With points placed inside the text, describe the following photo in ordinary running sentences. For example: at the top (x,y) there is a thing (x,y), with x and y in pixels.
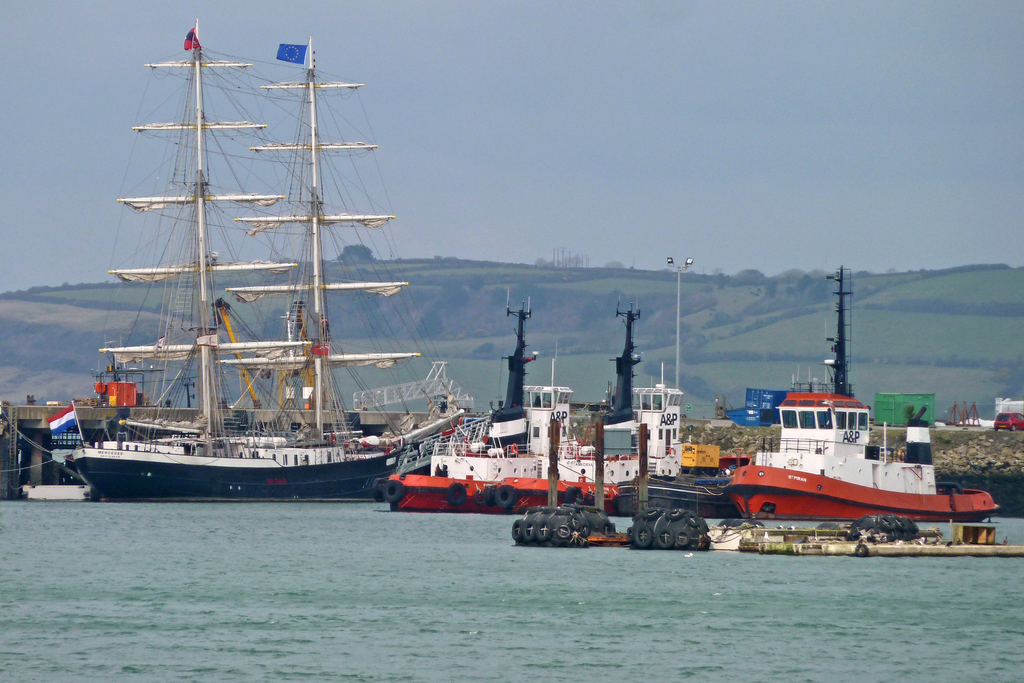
In this image we can see, there are many ships (838,405) on the water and the background (953,141) is the sky (718,133).
